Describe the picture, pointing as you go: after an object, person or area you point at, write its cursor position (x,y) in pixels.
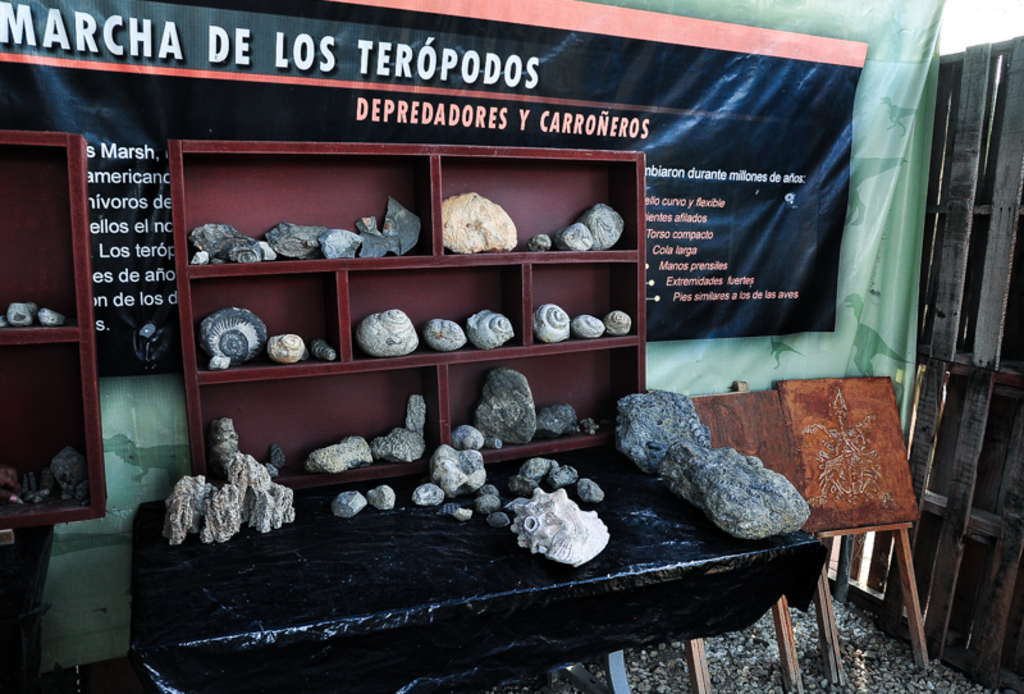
In this image there are a few stones (603,323) and sea shells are placed on a table (373,514) and on the display cupboard (433,296), behind the cupboard (323,224) there is a banner (110,63).
